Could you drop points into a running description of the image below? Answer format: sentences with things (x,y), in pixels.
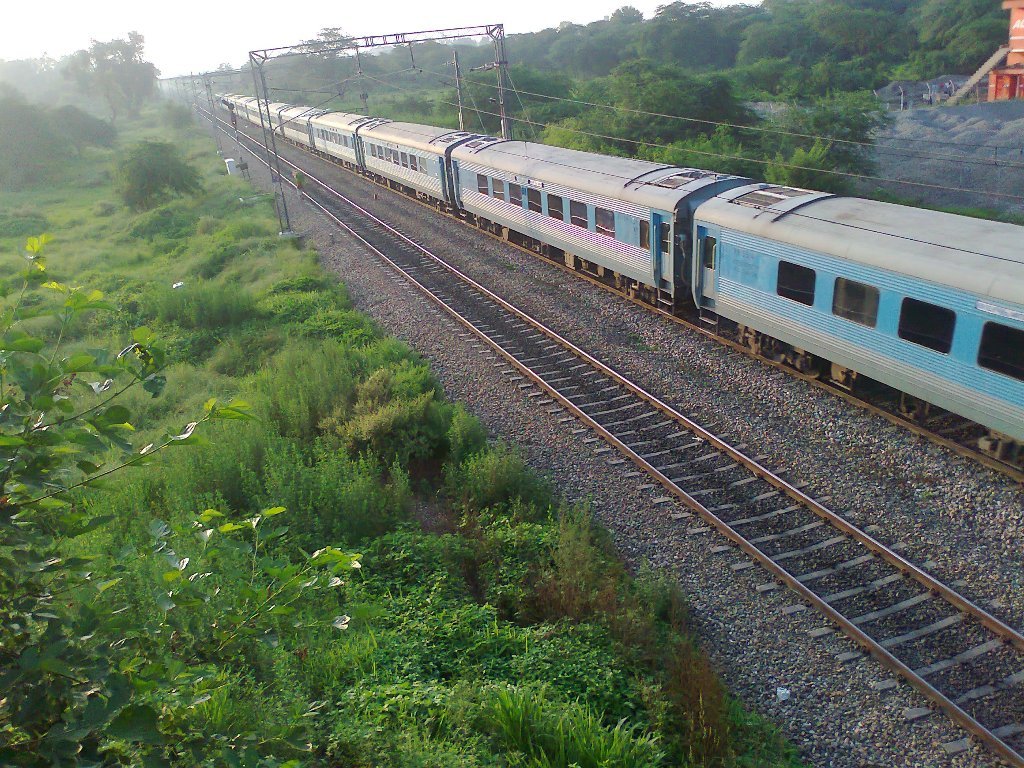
In this image we can see a train (776,259), railway tracks (556,407), wires (541,96) and trees (726,92). At the top of the image (68,29), we can see the sky (566,3). There is a building (1019,47) in the right top of the image (1023,23).
